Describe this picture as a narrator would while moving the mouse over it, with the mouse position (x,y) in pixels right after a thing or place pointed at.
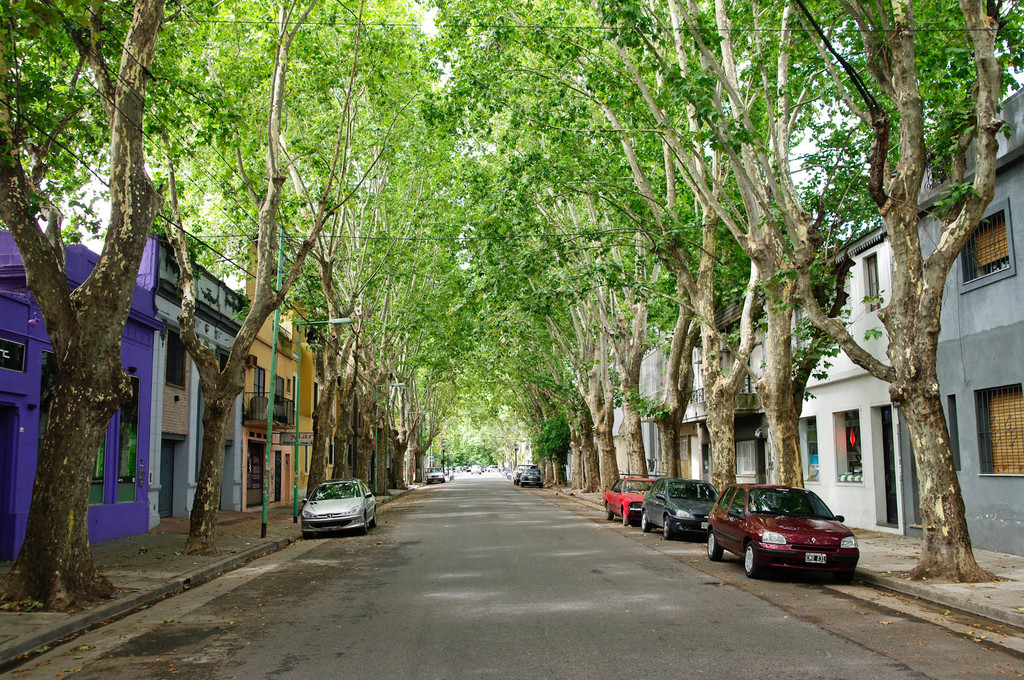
In this image on the right side (872,478) and left side (274,479) there are some houses (840,461) footpath (915,561) and some cars (508,469) and poles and in the foreground (618,117) and background (518,391) there are some trees (541,348), at the bottom (412,583) there is a road (477,579).
